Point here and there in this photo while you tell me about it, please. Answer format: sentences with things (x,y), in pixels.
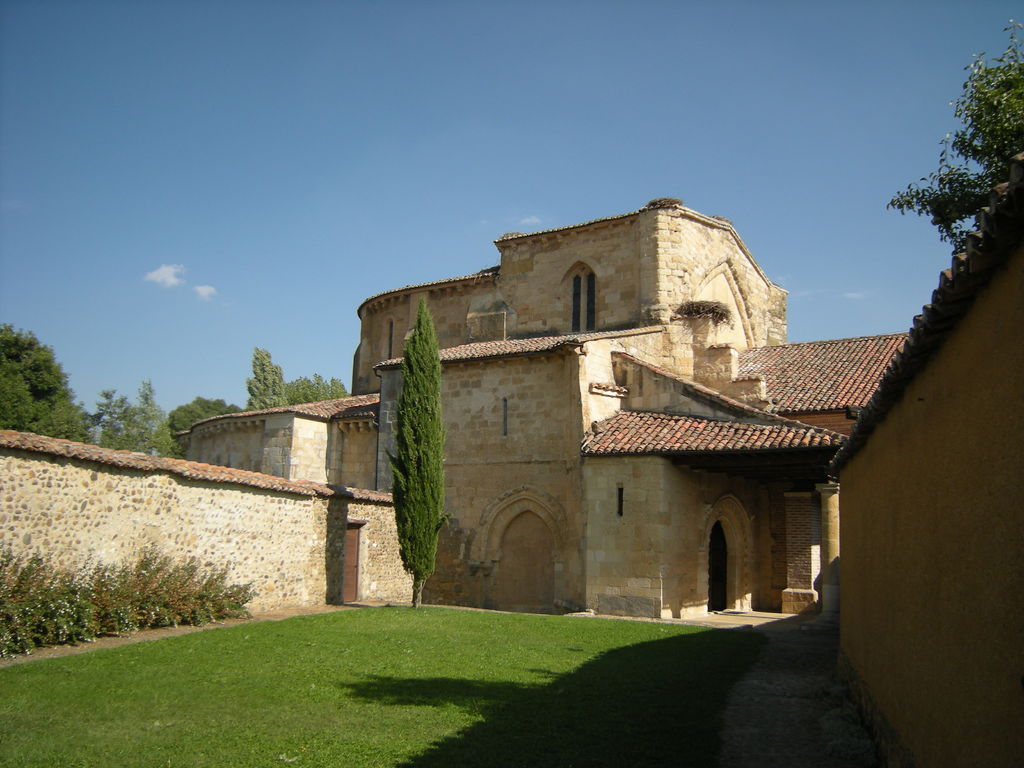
In this image there is grass (211,664), plants (174,591), compound wall (328,579), building (826,589), trees (1023,128), sky (652,156).
